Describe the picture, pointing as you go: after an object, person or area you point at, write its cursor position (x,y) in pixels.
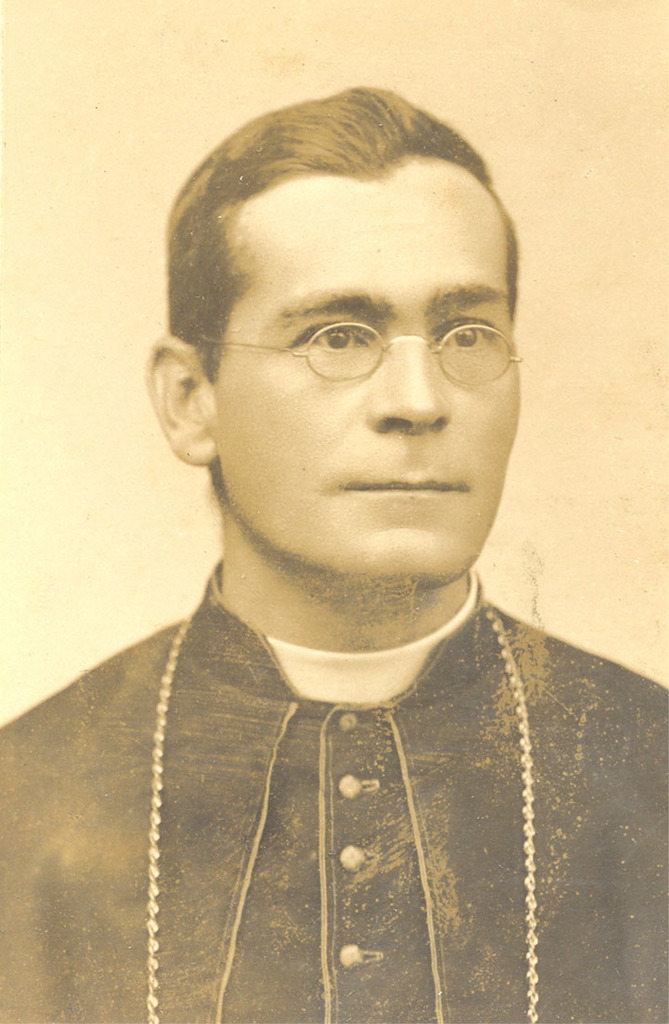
In this image we can see a person (314,498) wearing the spectacles (340,366) and the background (192,1) looks like the wall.
